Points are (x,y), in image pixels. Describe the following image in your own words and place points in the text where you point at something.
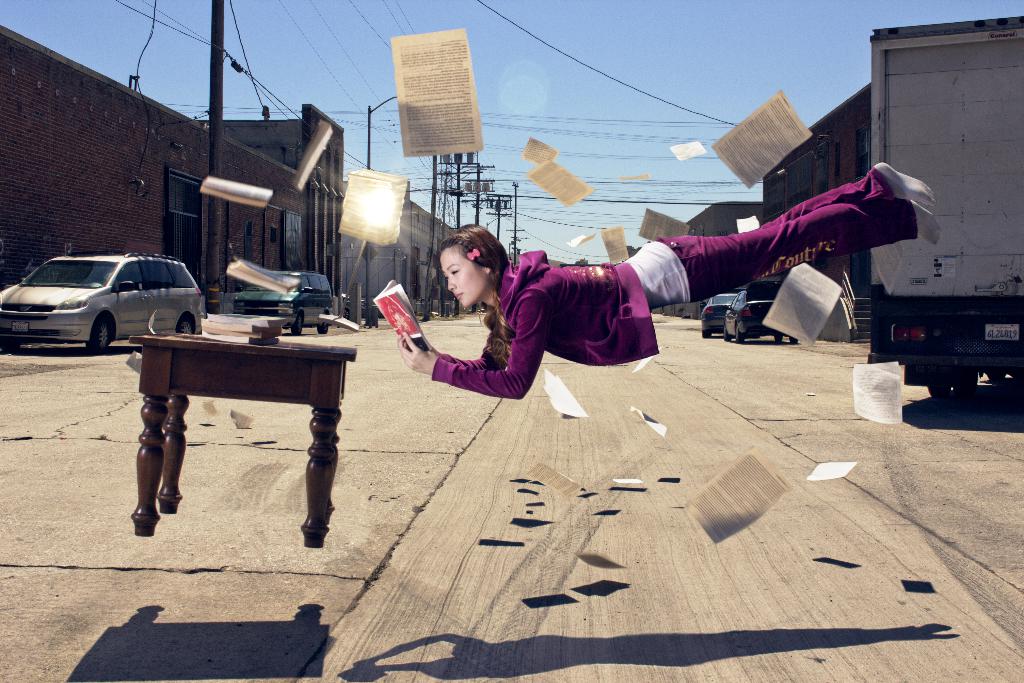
This is a graphical picture we see a woman (895,191) flying holding a book (397,304) in her hand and we see a table (164,500) in the air and we see few papers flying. we see a truck (894,146) and a building (312,260) and couple of cars (281,299) parked on the road (367,432).
